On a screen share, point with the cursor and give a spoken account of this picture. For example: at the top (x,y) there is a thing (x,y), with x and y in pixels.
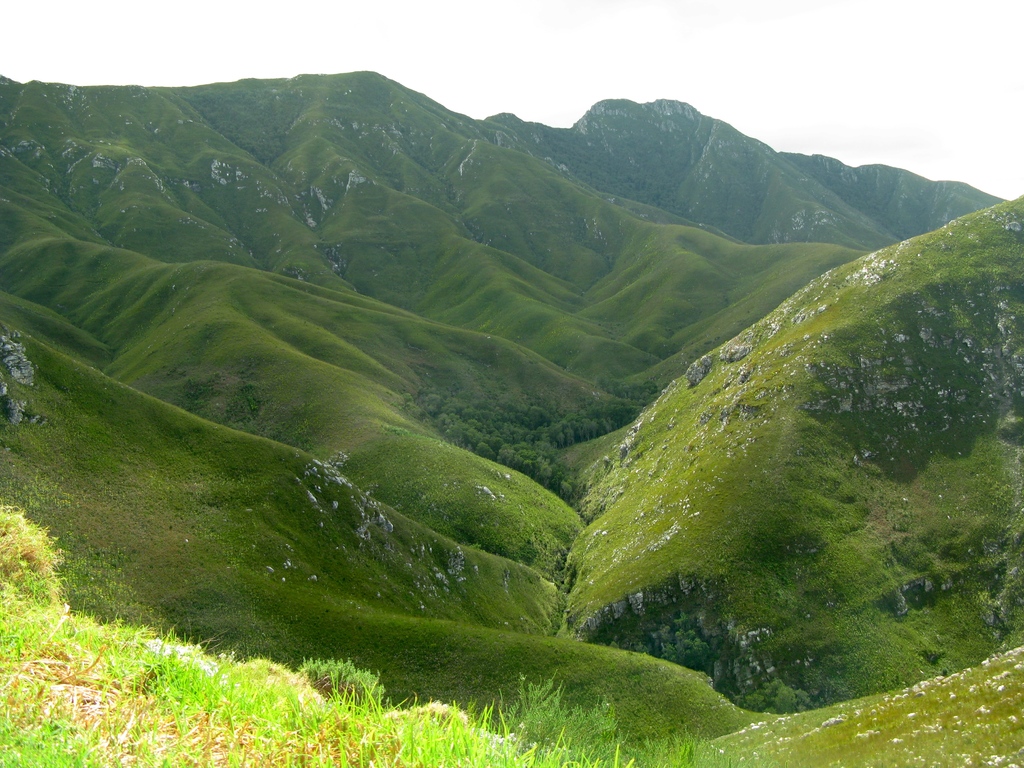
This picture might be taken outside of the city. In this image, we can see grass (296,355) and rocks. On the top (659,72), we can see a sky (932,22).
